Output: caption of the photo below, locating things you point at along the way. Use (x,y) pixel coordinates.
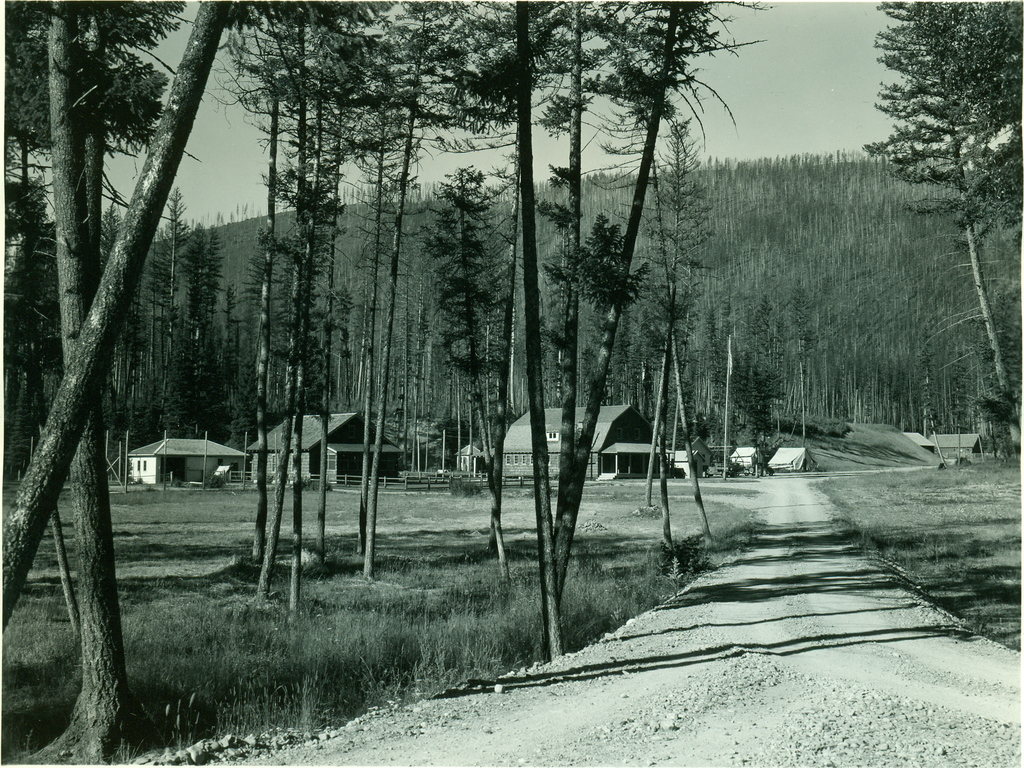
In the foreground of this picture (745,572), there is a path (742,587) and on the left side (261,484) there are trees (370,499). In the background (630,471), there are few houses (616,478), trees (806,248) on the mountain (799,242), and the sky (808,23).
